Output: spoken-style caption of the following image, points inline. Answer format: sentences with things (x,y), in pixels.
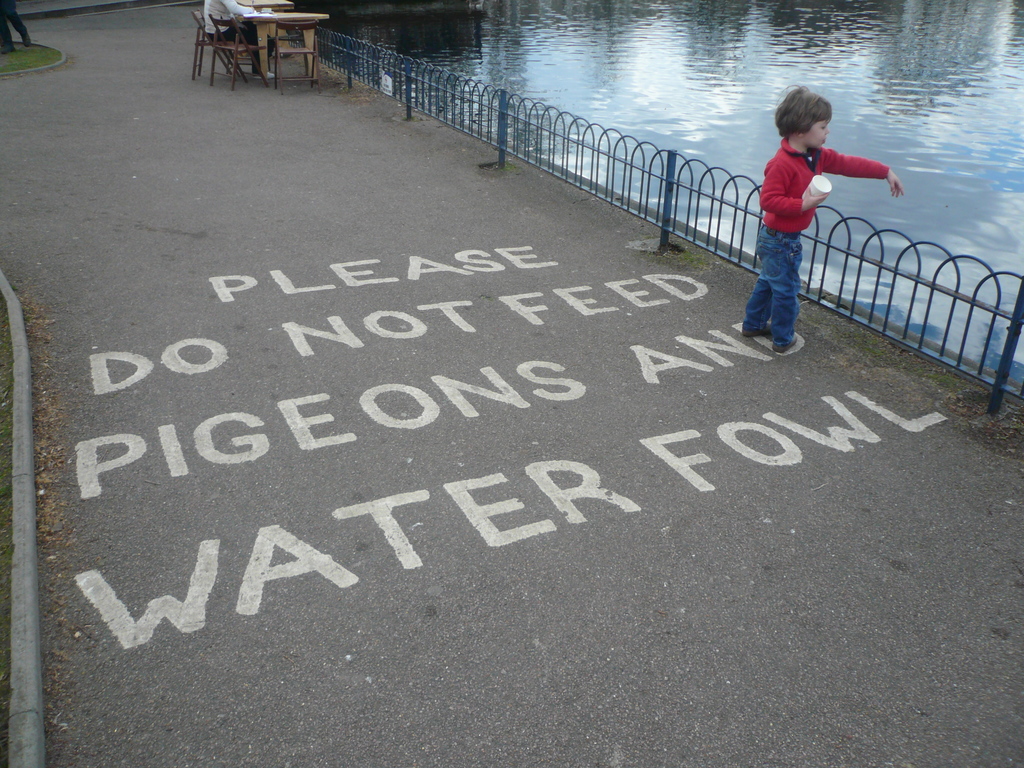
In this picture we can see road (369,453) side of the road (739,298) one boy (769,196) standing and he is holding a cup (813,189) in front of the boy (801,180) there is a water lake (793,76) and back side we can see some chairs (255,50) and table (261,31) one person (224,28) is sitting on that chair (206,32).
